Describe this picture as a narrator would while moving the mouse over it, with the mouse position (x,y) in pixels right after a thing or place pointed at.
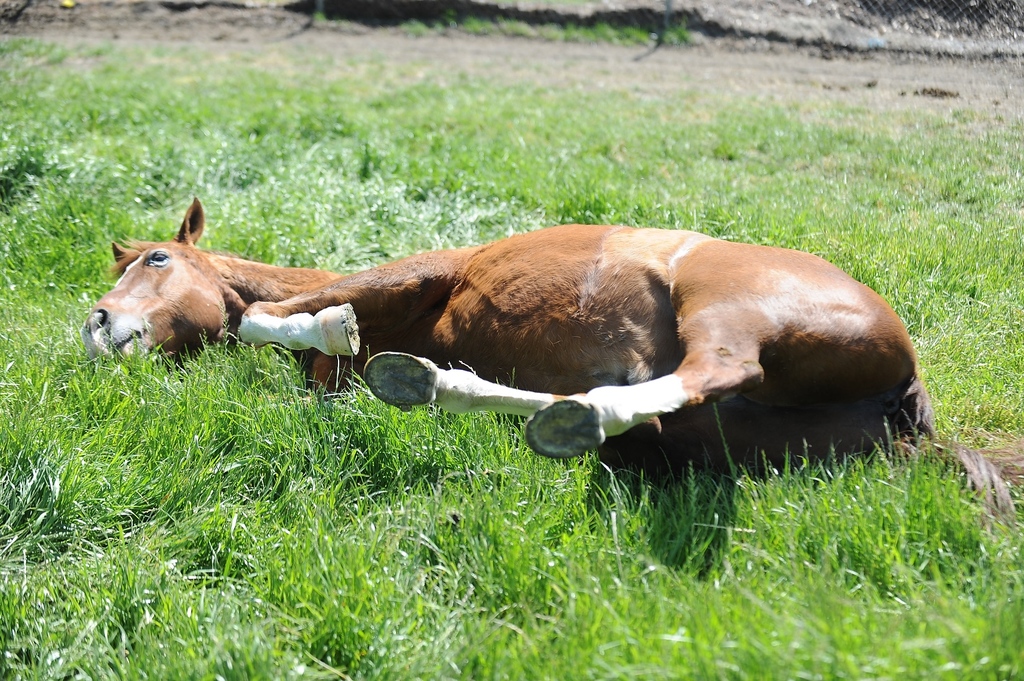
In this image in the front (377,460) there's grass (527,593) on the ground (534,591) and in the center (584,324) there is a horse (457,279) laying on the ground (49,435).
